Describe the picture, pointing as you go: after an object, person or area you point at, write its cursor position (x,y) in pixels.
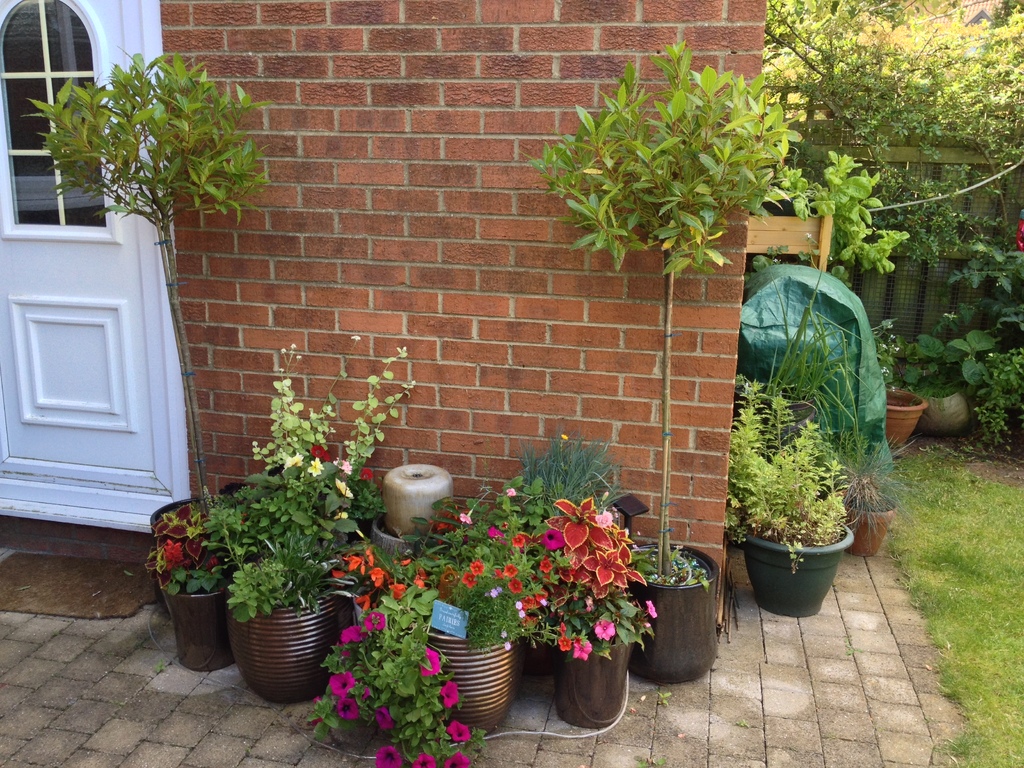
There are plant pots (188,621) are present at the bottom of this image (218,603). We can see a wall (377,295) in the background (509,357). There is a door (39,282) on the left side of this image (69,253). We can see trees (932,53) and a grassy land (971,538) on the right side of this image (934,345).
